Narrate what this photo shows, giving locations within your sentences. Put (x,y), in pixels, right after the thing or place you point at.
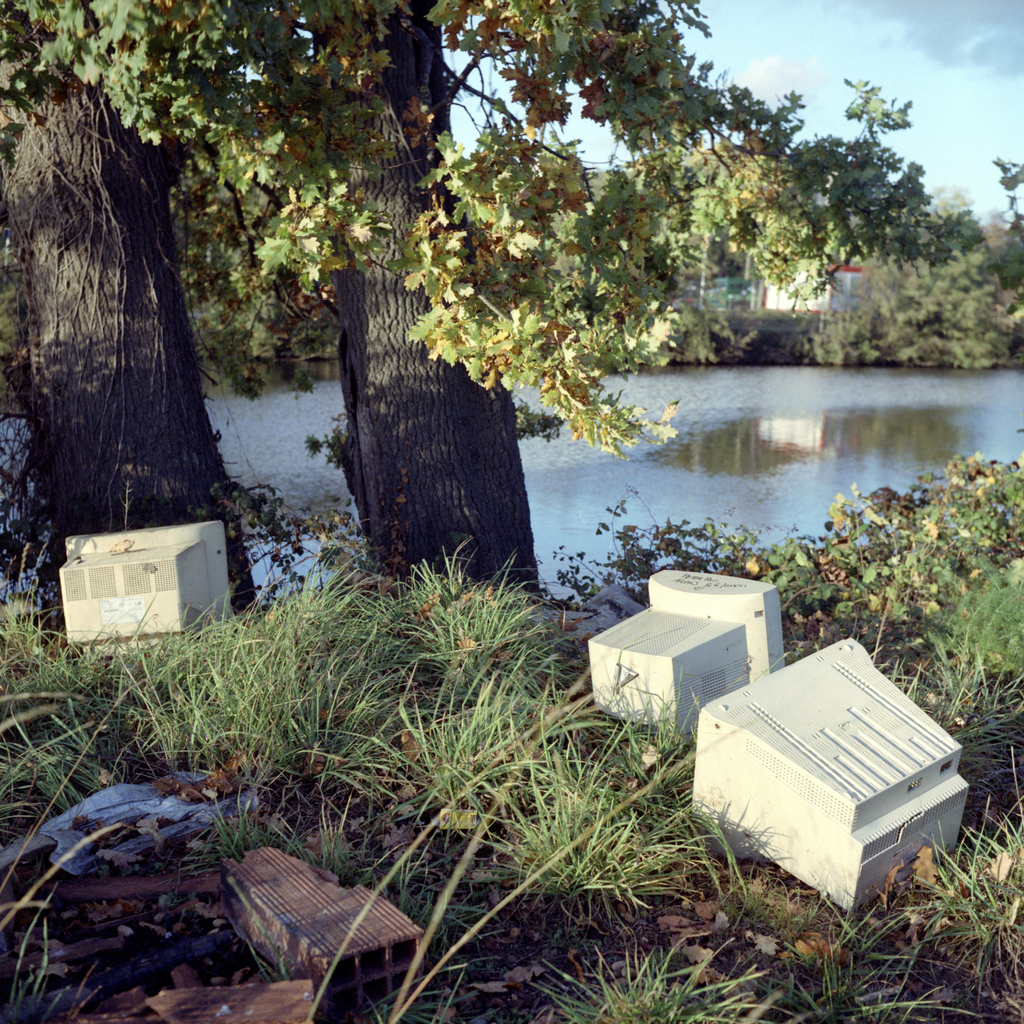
In this image we can see the systems (852,830) on the ground (535,943). And there are trees (539,187), plants (688,833), water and the sky (876,70).
